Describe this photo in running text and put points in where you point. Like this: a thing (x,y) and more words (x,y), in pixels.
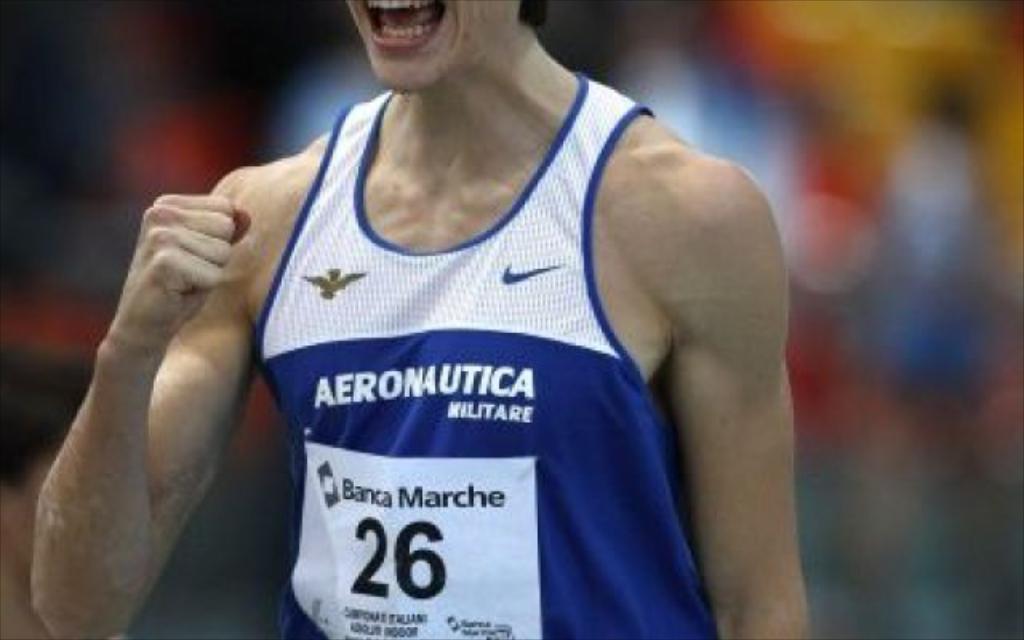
In the image in the center (610,284), we can see one person (457,408) standing and he is wearing blue and white color t shirt (591,565).
